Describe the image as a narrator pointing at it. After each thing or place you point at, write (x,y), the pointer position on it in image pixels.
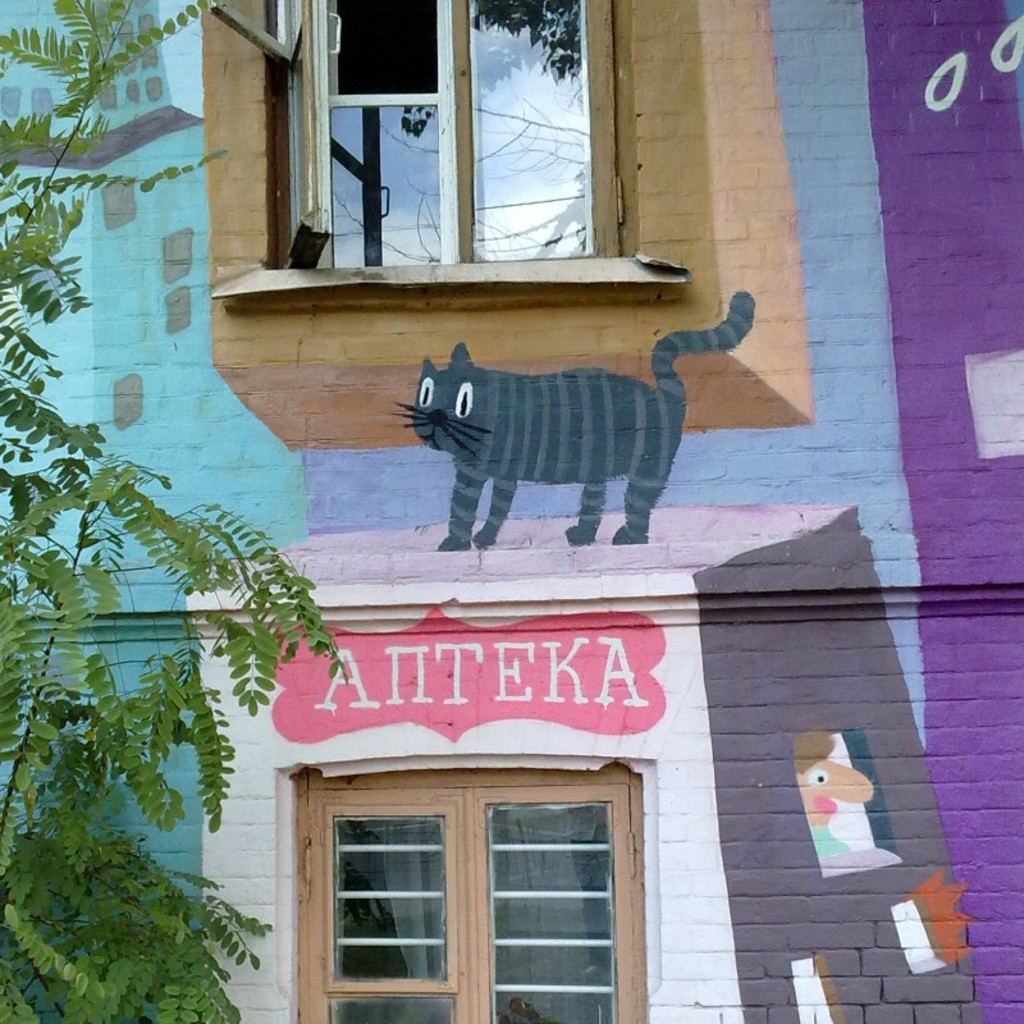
On the left side of the image (24,484) there is a tree (35,799). There is a painting (603,515) and a text (440,681) on the building (581,443).
